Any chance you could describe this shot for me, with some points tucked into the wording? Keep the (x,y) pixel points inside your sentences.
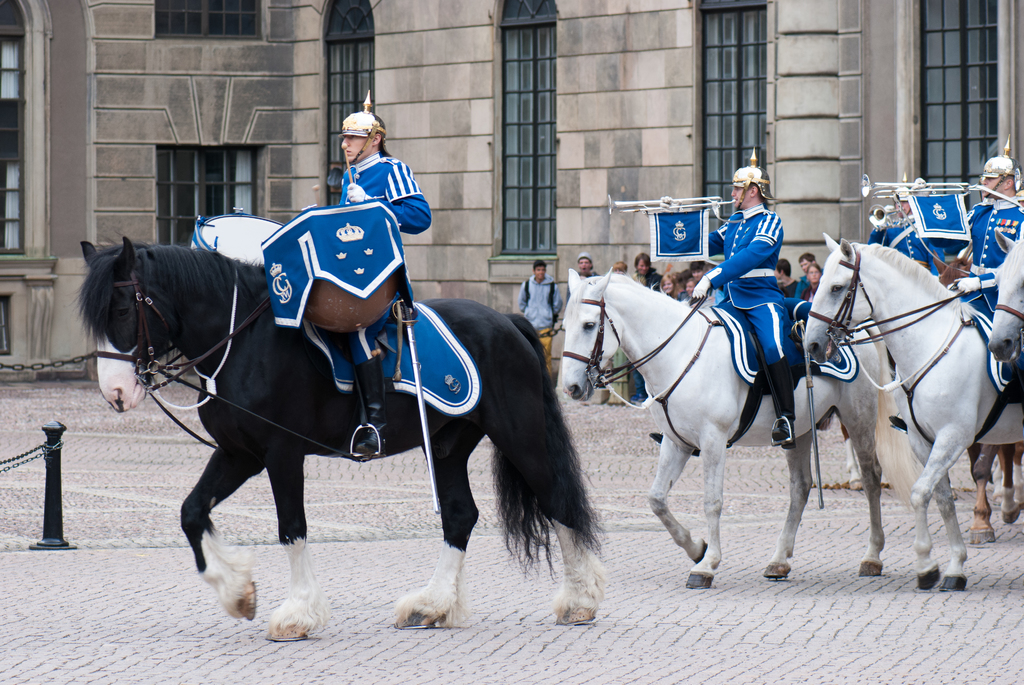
In this picture we can see a few people (1002,256) sitting on the horses (212,497). We can see a pole (48,488) and a few chains (46,446) on the left side (57,439). There are a few people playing musical instruments (933,192) on the right side (714,280). We can see a few people (524,299) at the back (543,303). There is a building (591,41) in the background (440,157).
